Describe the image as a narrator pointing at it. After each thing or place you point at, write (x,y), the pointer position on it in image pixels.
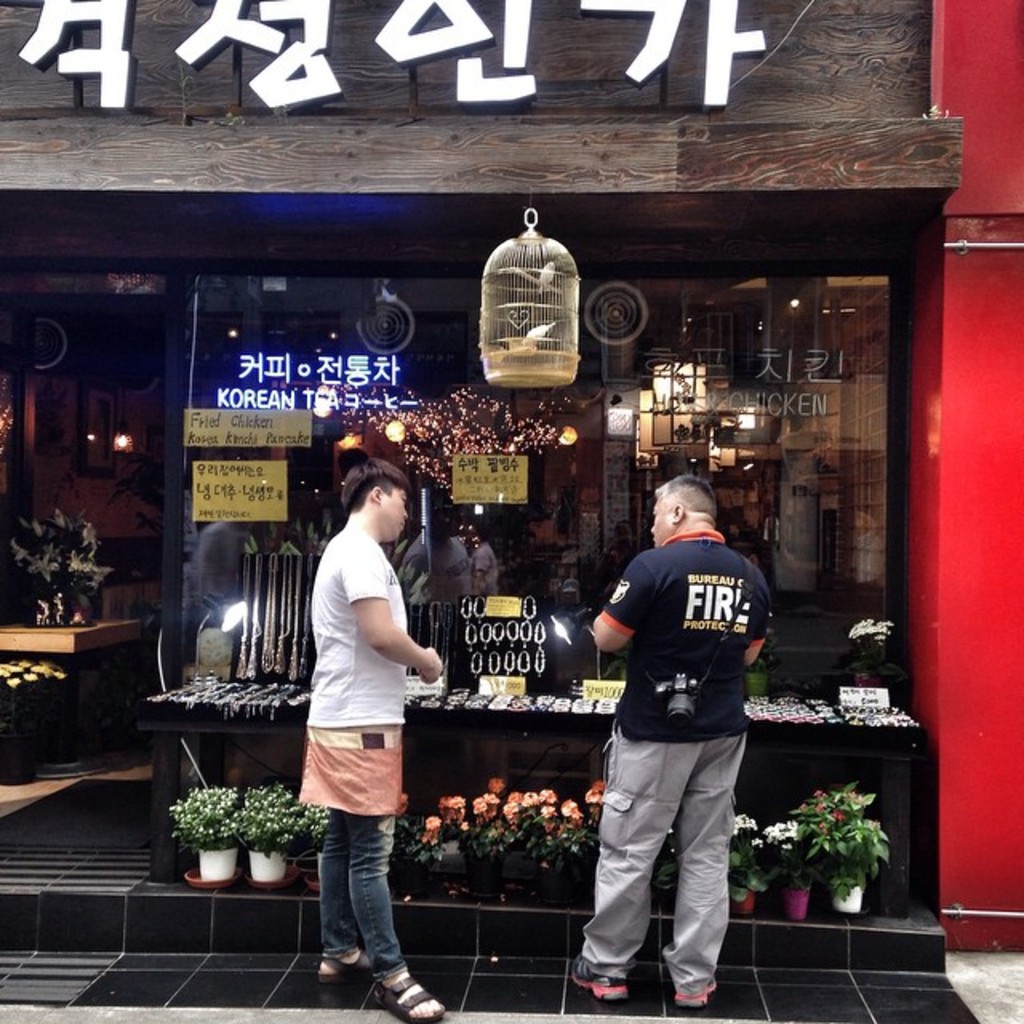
In this image in the center (509,639) there is one store (419,723) and there are two persons (334,837) who are standing, in the store (95,652) there are some flower pots (88,566) and plants (85,554). And at the bottom (218,858) there are a group of flower pots (568,877) and plants (738,861) and in the center (481,413) there is a glass door (497,416) and some parrots (534,328). On the top of the image (375,44) there is some text (120,57), at the bottom (170,980) there is a walkway (867,990).
